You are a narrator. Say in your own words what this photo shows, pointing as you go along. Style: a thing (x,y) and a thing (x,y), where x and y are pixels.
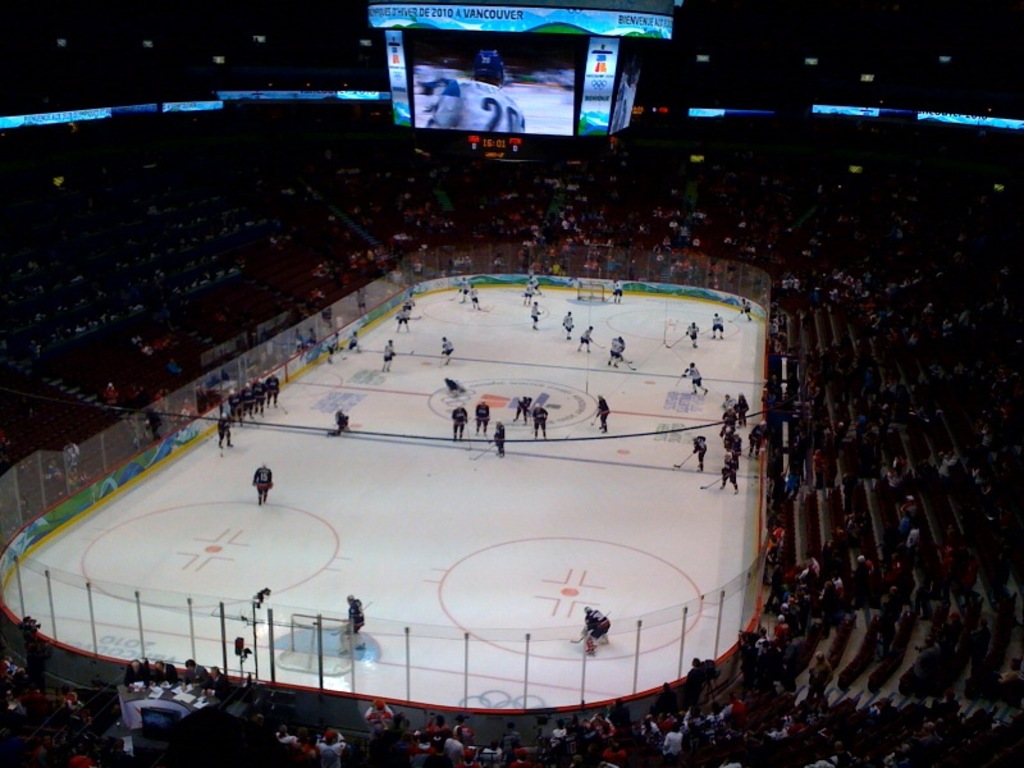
In this image, I can see few people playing the ice hockey game. At the top of the image (526,140), there is a scoreboard (578,29) with the display (492,130). This picture was taken in the stadium (397,342). I can see groups of people (840,609). At the bottom of the image (191,702), there are group of people (187,664) sitting and I can see a table (138,700) with papers (168,687) on it. In the background (70,120), I think these are the hoardings (70,120).
